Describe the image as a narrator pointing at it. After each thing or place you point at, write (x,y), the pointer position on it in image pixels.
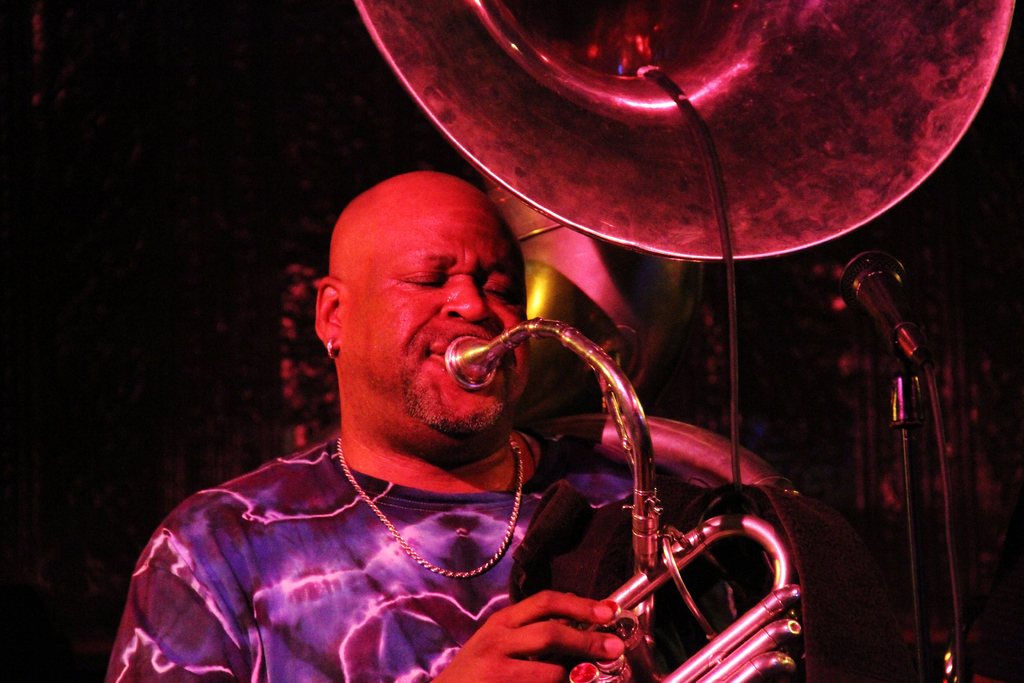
A man (488,401) is standing and playing a musical instrument (698,434) in this image. There is a mic (902,323) with the wires (949,531) attached to it.
